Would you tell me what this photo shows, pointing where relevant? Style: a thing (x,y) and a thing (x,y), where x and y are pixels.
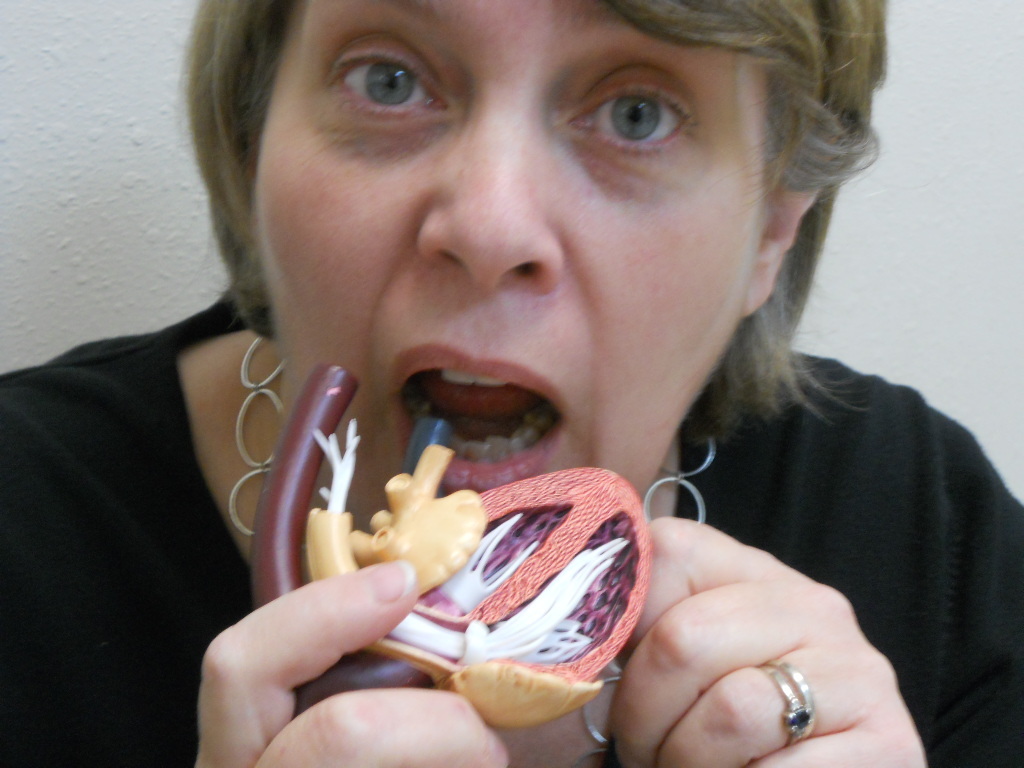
In this image I can see the person (129,522) is wearing black color dress (143,529) and holding colorful object (441,491). Background (78,305) is in white color.
